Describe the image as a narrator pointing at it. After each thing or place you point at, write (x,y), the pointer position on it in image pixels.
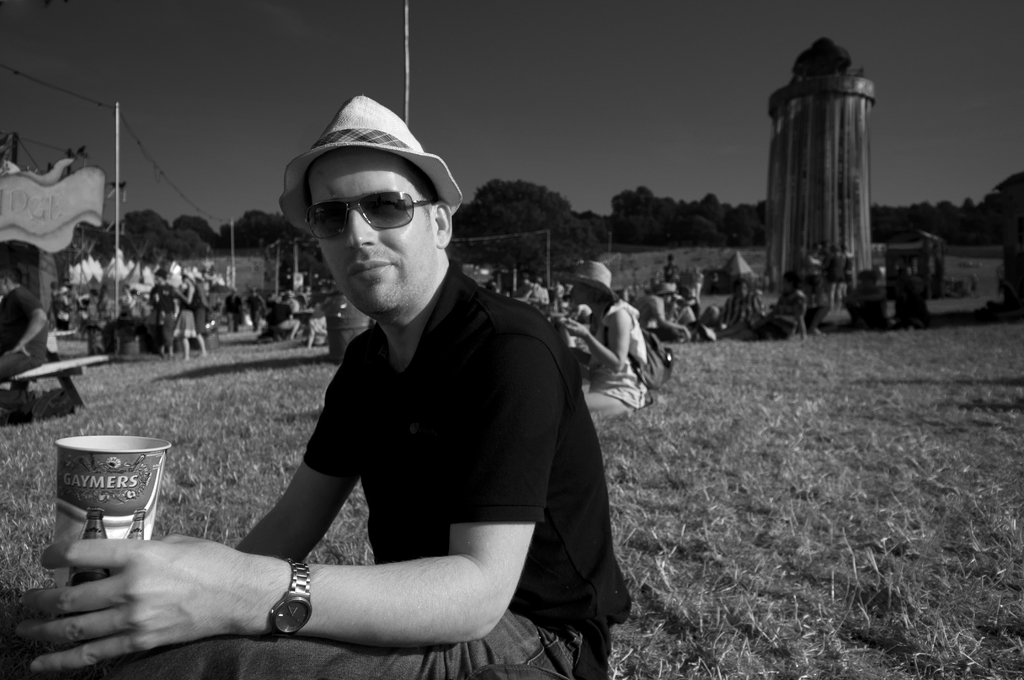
This is a black and white picture, there is a man (403,324) in black dress (516,302) and sitting on the grassland (37,434) holding a cup (89,450) with a hat (356,114) over his head (397,190) and in the background (598,297) there are many people (591,379) standing and sitting on the grass (674,397) and in the background (757,148) there are trees (707,234) and above its sky (170,120).
